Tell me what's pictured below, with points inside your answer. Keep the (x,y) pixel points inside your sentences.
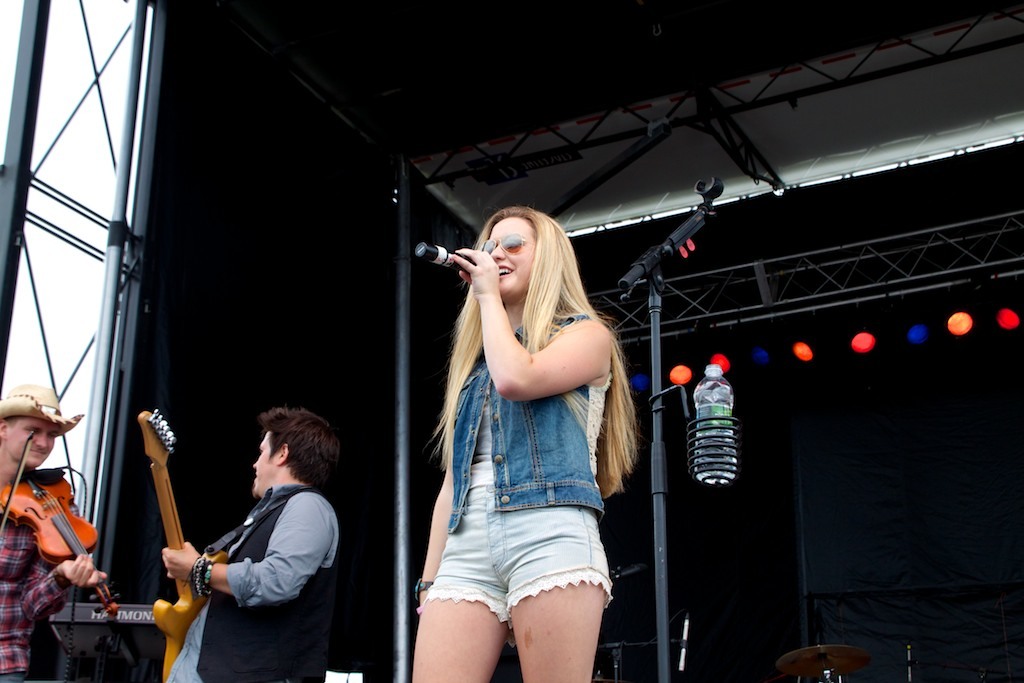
In this image i can see a person (478,253) wearing a blue color jacket (536,435) and holding a mike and she is smiling and beside her there is a mike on the mike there is a bottle (726,438). there are the some lights (800,353) on the background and there are the two persons (229,559) left side (283,561), holding a violin (64,536) and a guitar (173,505).
